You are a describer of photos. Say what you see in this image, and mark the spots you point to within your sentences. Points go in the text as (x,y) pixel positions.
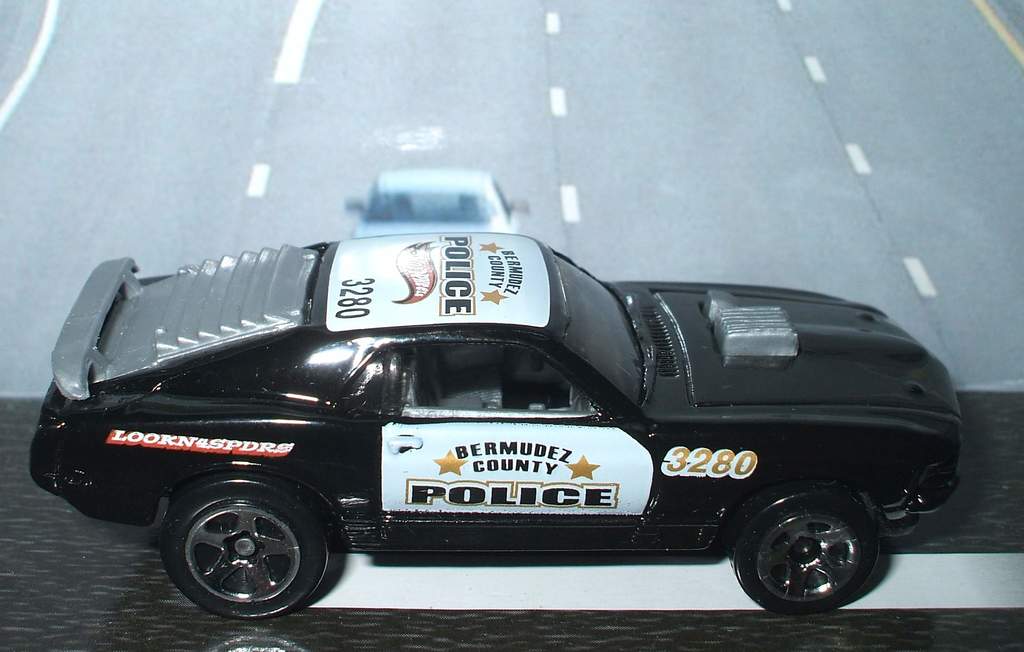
In this picture we can see cars (535,337) in white and black color. This is a road (522,84).
